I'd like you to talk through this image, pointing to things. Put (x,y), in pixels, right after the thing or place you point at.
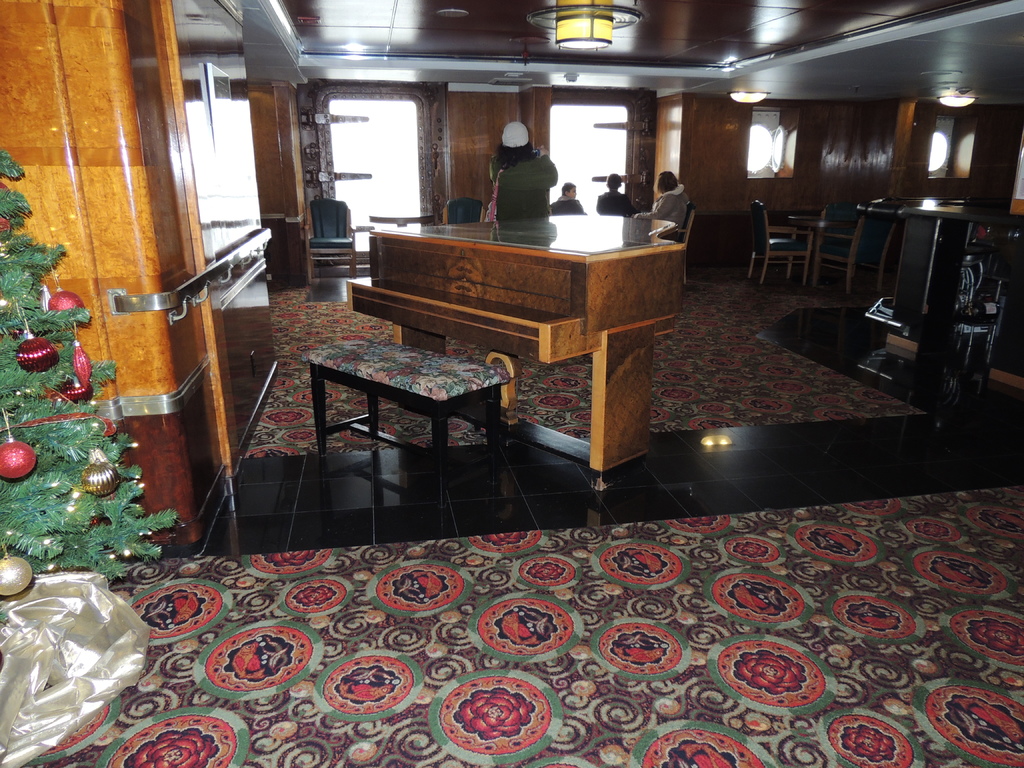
Front there is a piano keyboard (493,316) and chair (388,358). This is a Christmas tree (84,457) with balls (78,391). Floor (696,423) with carpets (735,589). We can able to see number of chairs (338,240) and tables (794,219). Persons (650,212) are sitting on chair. On top (576,32) there are lights (584,19). This person (528,172) is standing.
